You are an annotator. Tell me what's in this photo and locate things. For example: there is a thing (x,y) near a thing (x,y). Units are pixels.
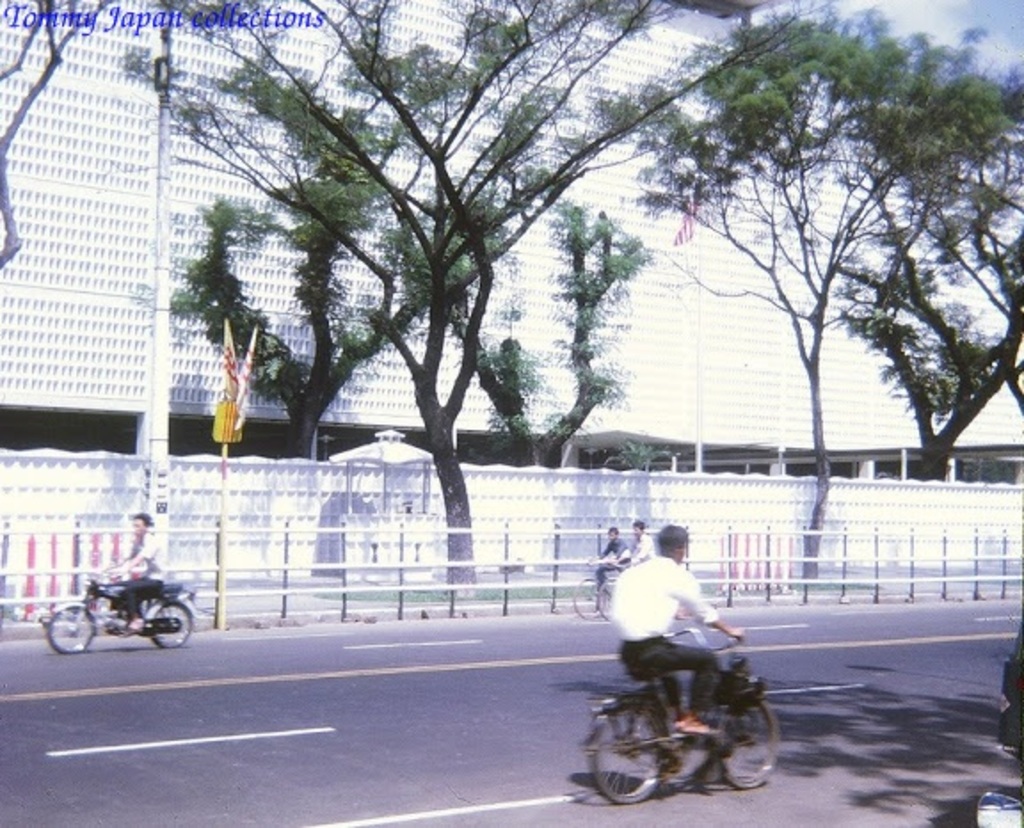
On the road (141,659) there are three men (650,665) riding a bicycle (660,726) and one man (141,592) riding a motor cycle (98,591). There is a footpath (778,597) with trees (960,354) on it. In the background (71,272) there is a building (692,363) which is in white color.
